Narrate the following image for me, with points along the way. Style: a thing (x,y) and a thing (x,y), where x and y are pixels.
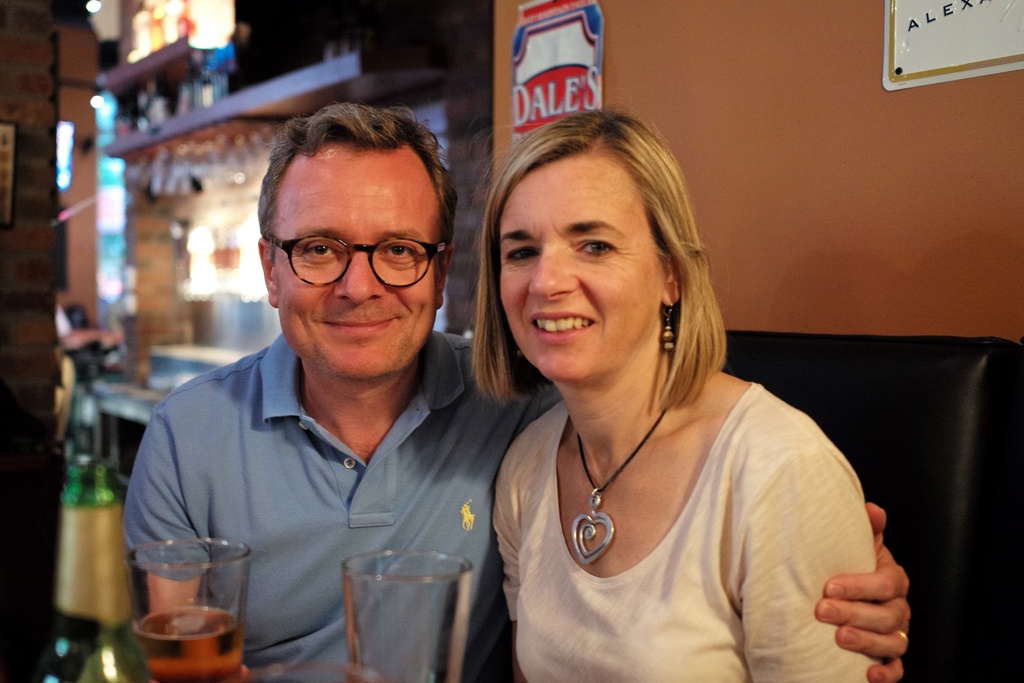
This man (366,434) and woman (627,370) are smiling. This man (404,323) wore spectacles (409,270). In-front of them there is a bottle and glasses (362,633). Background (245,275) it is blurry and we can see the lights (205,270). Boards (579,73) are on the wall (1010,286).
